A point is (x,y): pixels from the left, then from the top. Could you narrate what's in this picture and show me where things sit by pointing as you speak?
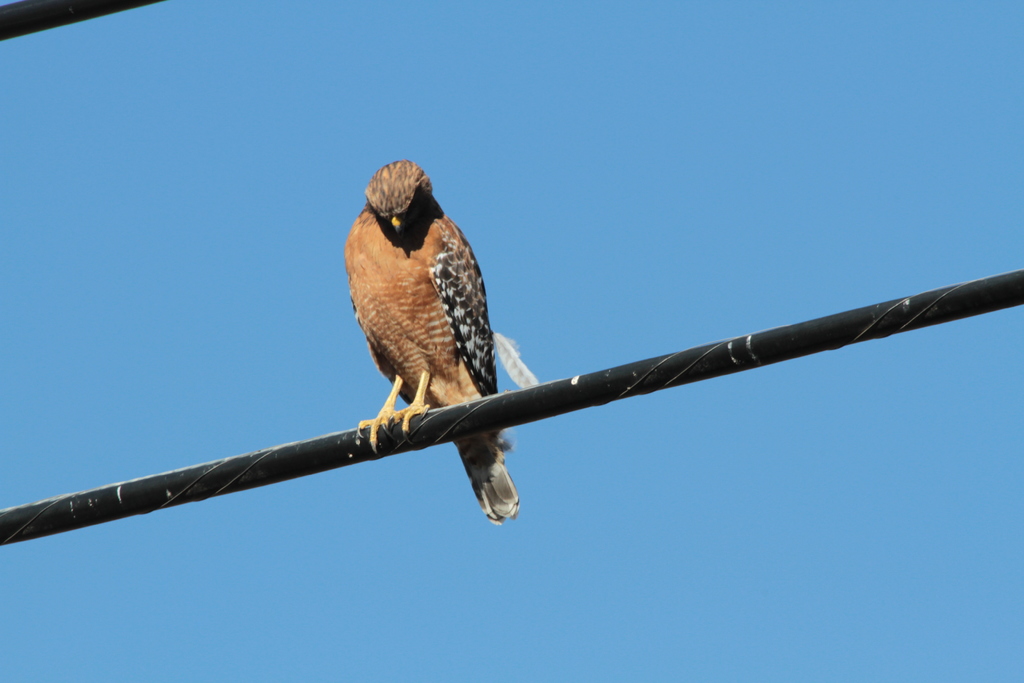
In the middle (453,436) I can see a bird (470,446) is sitting on a rod (341,452). The background (299,401) is blue in color. This image is taken during a day.
